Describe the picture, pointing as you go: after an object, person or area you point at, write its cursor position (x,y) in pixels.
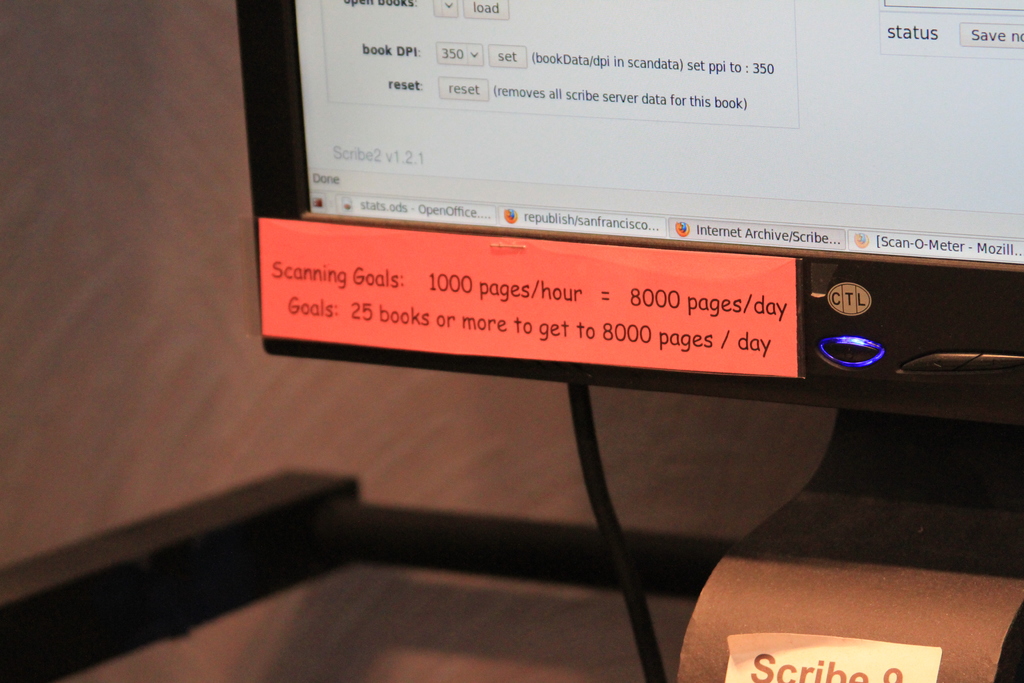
In this image there is a monitor (414,130), there is text (599,94) on the monitor (623,173), there are papers (652,349) on the monitor (680,381), there is text (488,297) on the papers (625,319), there is a wire (596,476) towards the bottom of the image (602,531), at the background of the image (574,473) there is a wall (245,394).
